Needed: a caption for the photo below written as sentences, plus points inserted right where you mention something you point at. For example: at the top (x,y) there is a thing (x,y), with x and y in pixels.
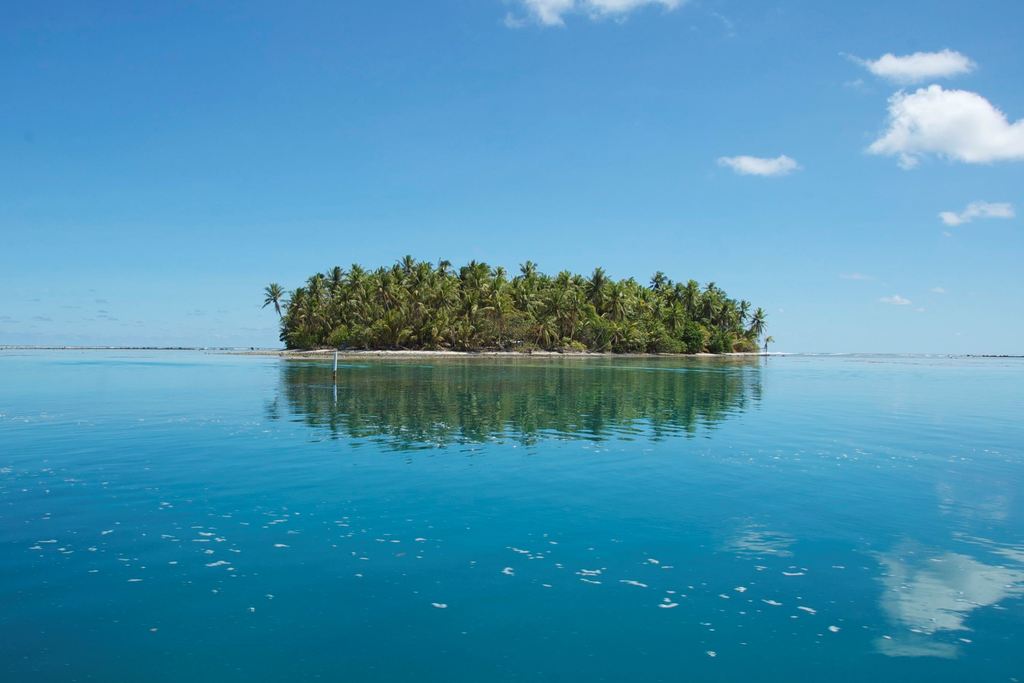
In this picture we can see the ocean (448,561), in the middle of the ocean (352,662) we can see island (531,316), in which we can see some trees (571,320).
